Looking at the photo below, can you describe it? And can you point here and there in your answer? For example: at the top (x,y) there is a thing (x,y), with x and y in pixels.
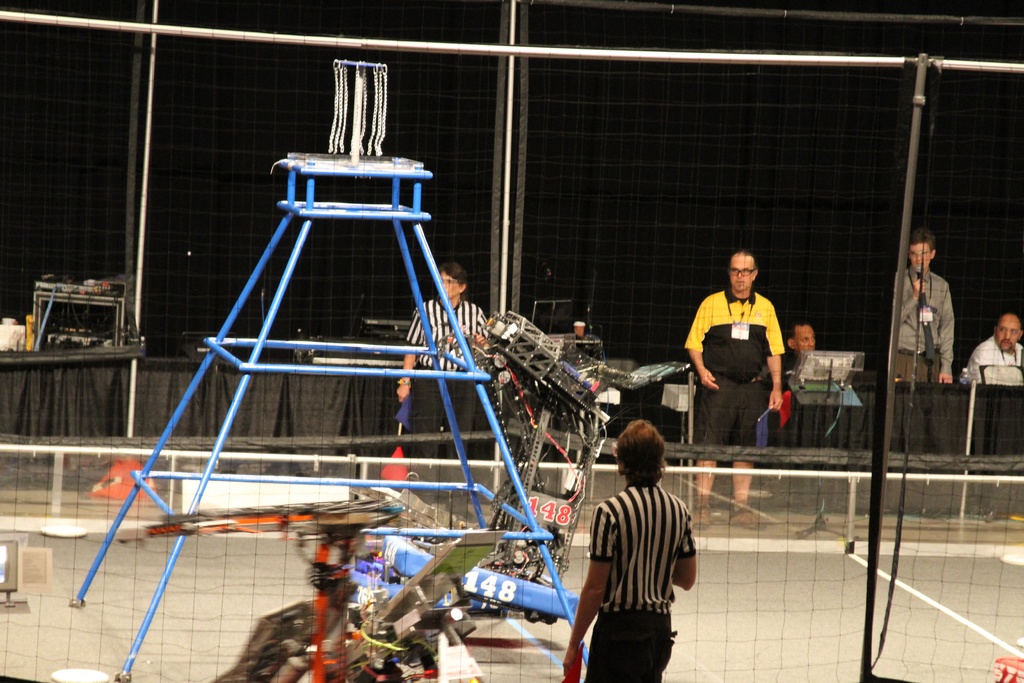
At the bottom of this image (561,487), there is a person (627,552) and a net (579,495) which is having holes (228,201). Through this net (47,373), we can see there are persons (918,242), a sheet (46,390), a court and other objects (132,472). And the background (236,174) is dark in color.
